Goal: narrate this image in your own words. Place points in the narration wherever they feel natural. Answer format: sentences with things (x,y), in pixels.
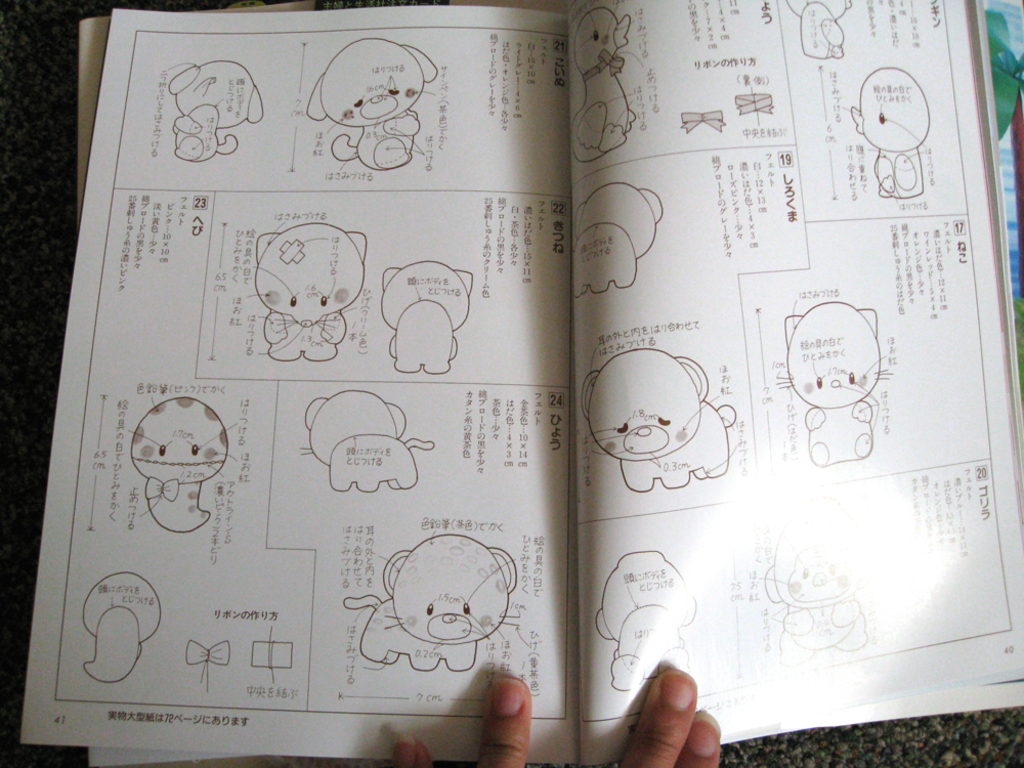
Here we can see a book (464,232) on another book (89,76) on a platform (11,83). At the bottom (486,755) we can see fingers (518,727). On the right (1007,41) at the top corner (1007,89) we can see a book (1006,161).
